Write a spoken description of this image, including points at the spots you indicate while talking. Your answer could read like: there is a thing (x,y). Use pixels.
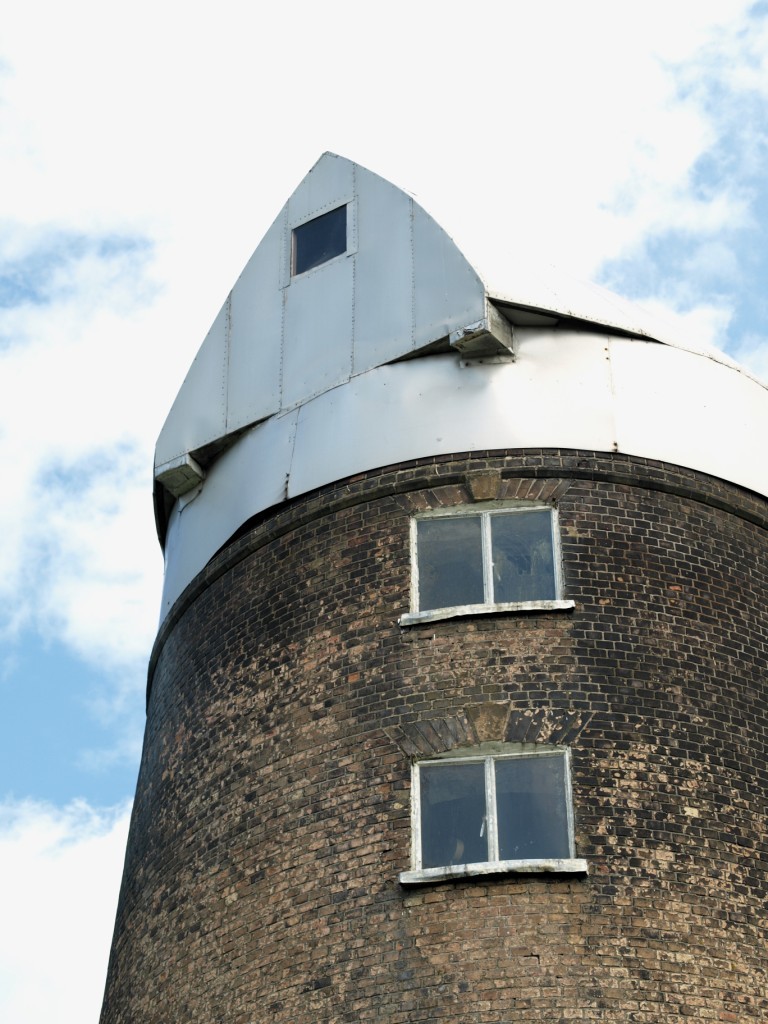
This image is taken outdoors. At the top of the image (102,189) there is the sky (46,481) with clouds (97,108). On the right side of the image (531,763) there is a building (414,796) with walls (585,782), windows (555,797) and a roof (514,331).
